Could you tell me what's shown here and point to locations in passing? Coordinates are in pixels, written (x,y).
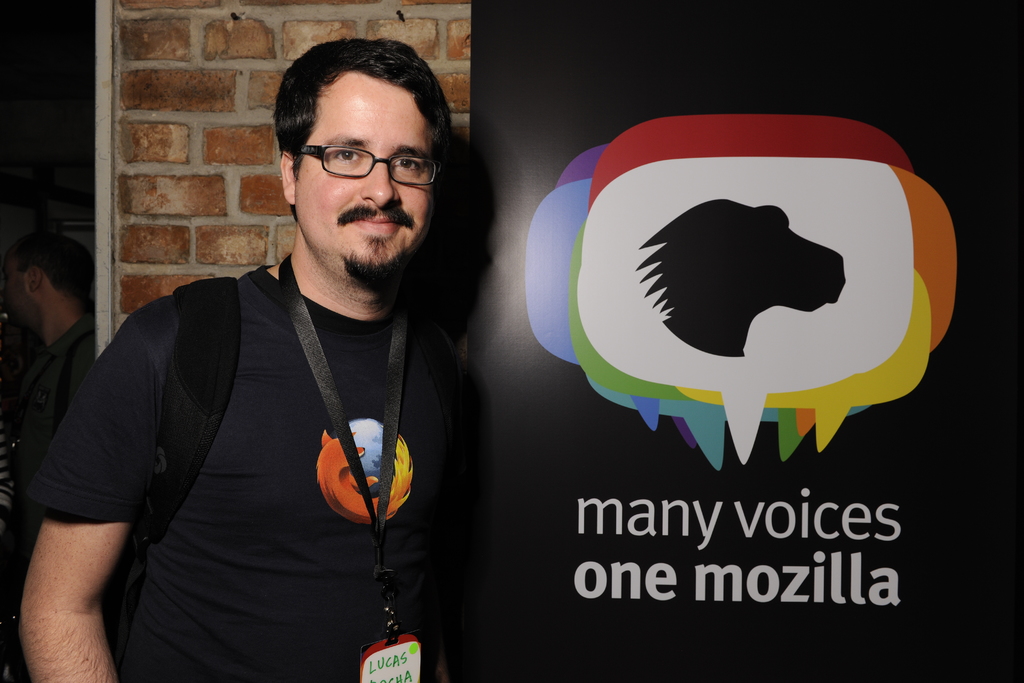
In this picture we can see one person (280,549) holding a bag (161,485) and standing beside the board (674,495), back side we can see one person (49,290).
